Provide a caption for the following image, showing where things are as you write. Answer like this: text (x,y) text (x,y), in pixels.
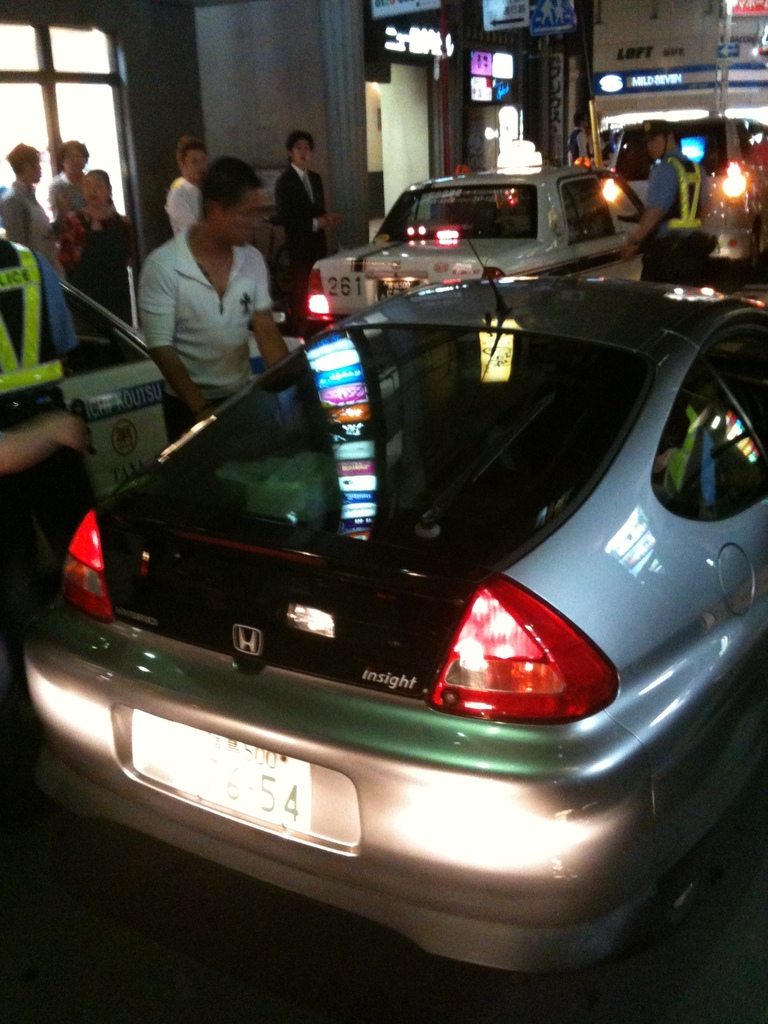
In this image we can see vehicles (610,422). And we can see some text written on the car (380,773). And we can see many people (242,285) are standing. And we can see the policeman (665,195). And we can see the window displays (87,143). And we can see the lights (744,113). And we can see some stores (656,18).
